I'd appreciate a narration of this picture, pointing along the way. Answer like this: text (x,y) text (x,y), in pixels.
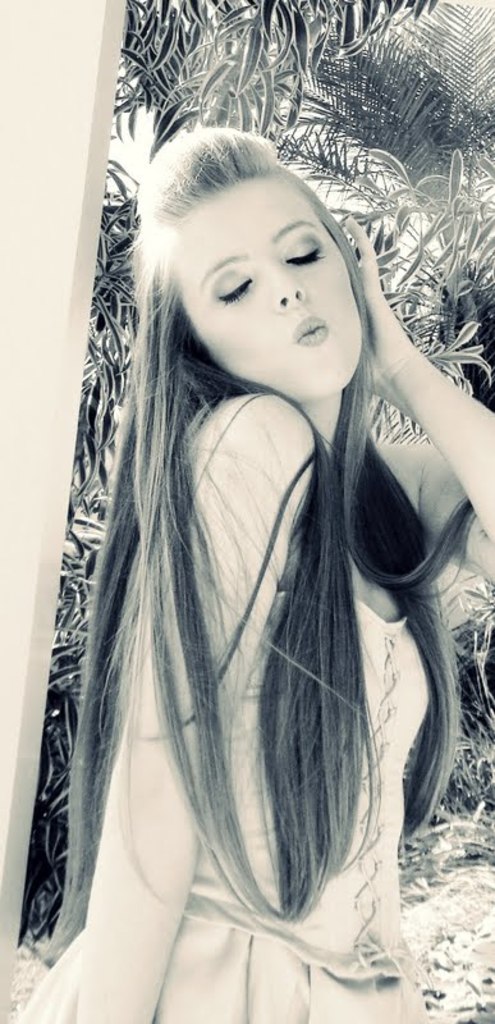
In this image I can see a woman (187,474) standing. Back I can see few trees (370,136). The image is in black and white.
